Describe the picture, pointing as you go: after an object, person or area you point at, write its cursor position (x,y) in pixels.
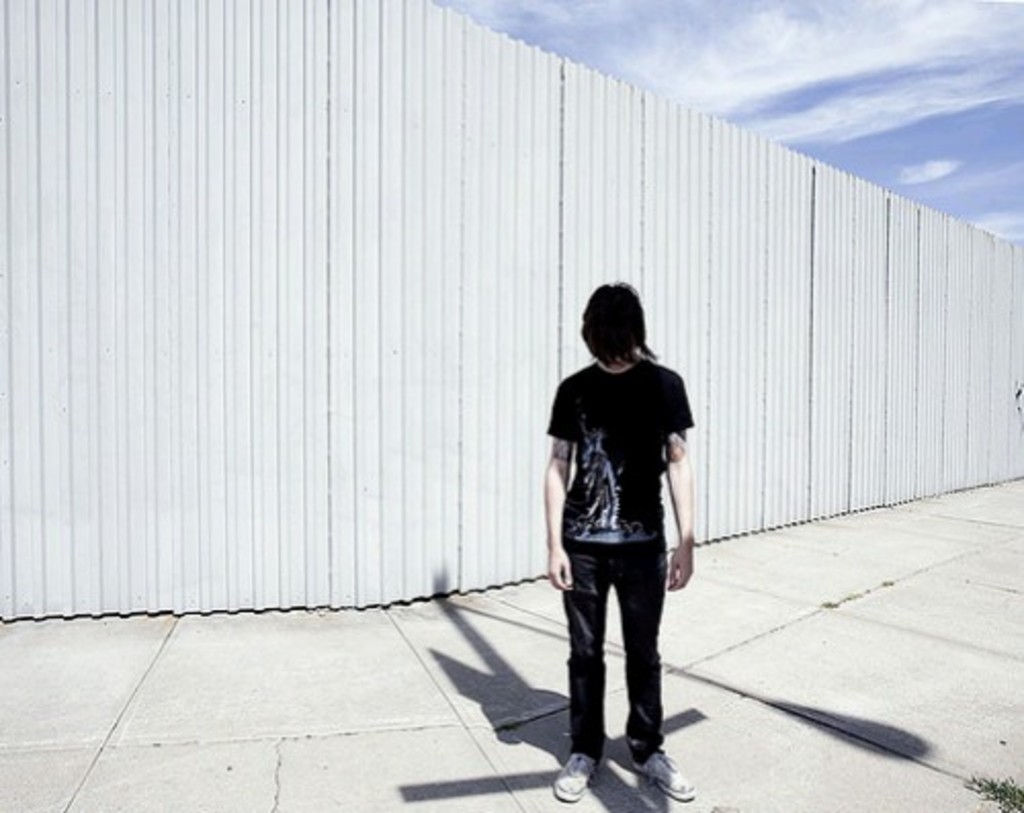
This image consists of a person (622,623) wearing a black T-shirt (618,408). At the bottom (912,699), there is a road (923,553). In the background (99,463), we can see a wall (376,347) made up of metal sheet (663,135). At the top (861,67), there are clouds (783,27) in the sky (716,48).
